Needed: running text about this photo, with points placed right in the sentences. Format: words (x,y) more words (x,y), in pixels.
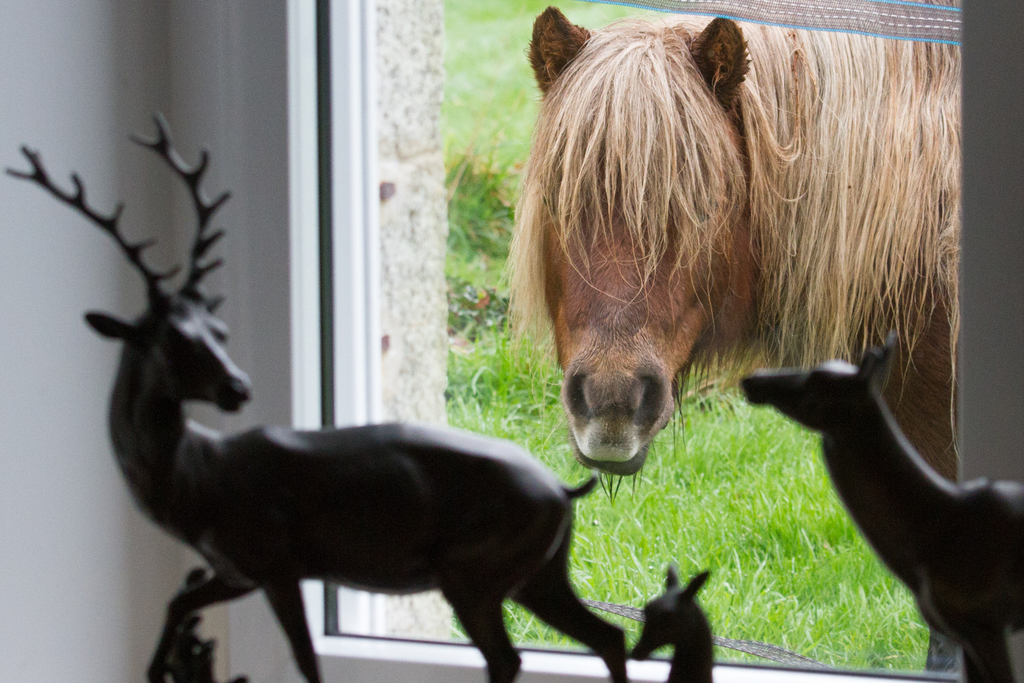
In this image, we can see some toy animals (858,485). Outside the window (311,599), we can see a horse (673,225) and a grass (901,634).
